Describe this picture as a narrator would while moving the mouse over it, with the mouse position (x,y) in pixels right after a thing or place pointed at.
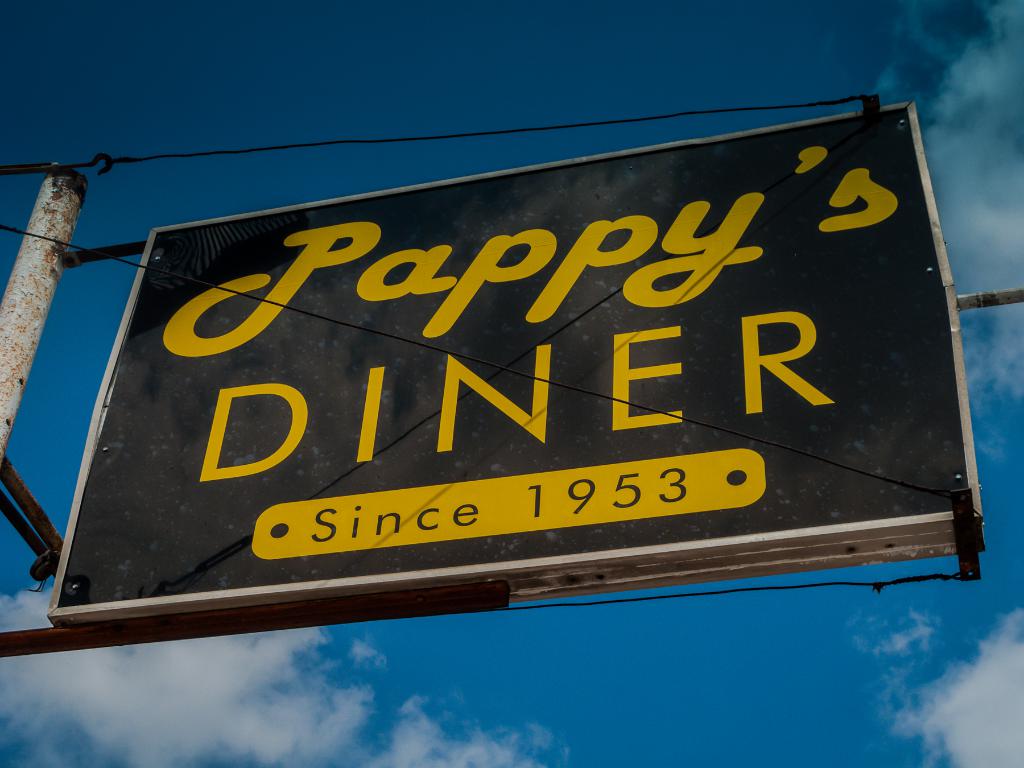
In the middle of the image (398,496) there is a black color name board (279,413) with a name (413,440) and a year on it. To the board (530,168) there are few wires (865,95). To the left corner of the image (42,307) there is a pole (6,382).
